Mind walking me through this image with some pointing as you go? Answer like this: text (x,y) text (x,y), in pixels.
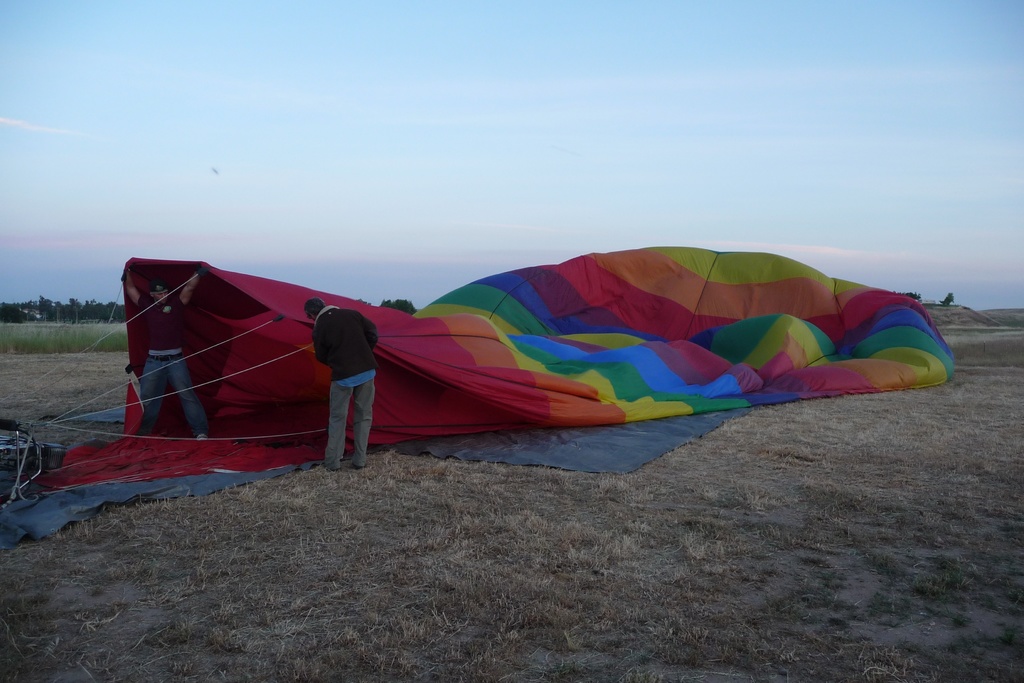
In the center of the image (562,310) there is a hot air balloon (616,307). On the left (192,390) there are people (332,463) standing. In the background (68,309) there are trees (397,302), grass (78,345) and sky (366,99).
